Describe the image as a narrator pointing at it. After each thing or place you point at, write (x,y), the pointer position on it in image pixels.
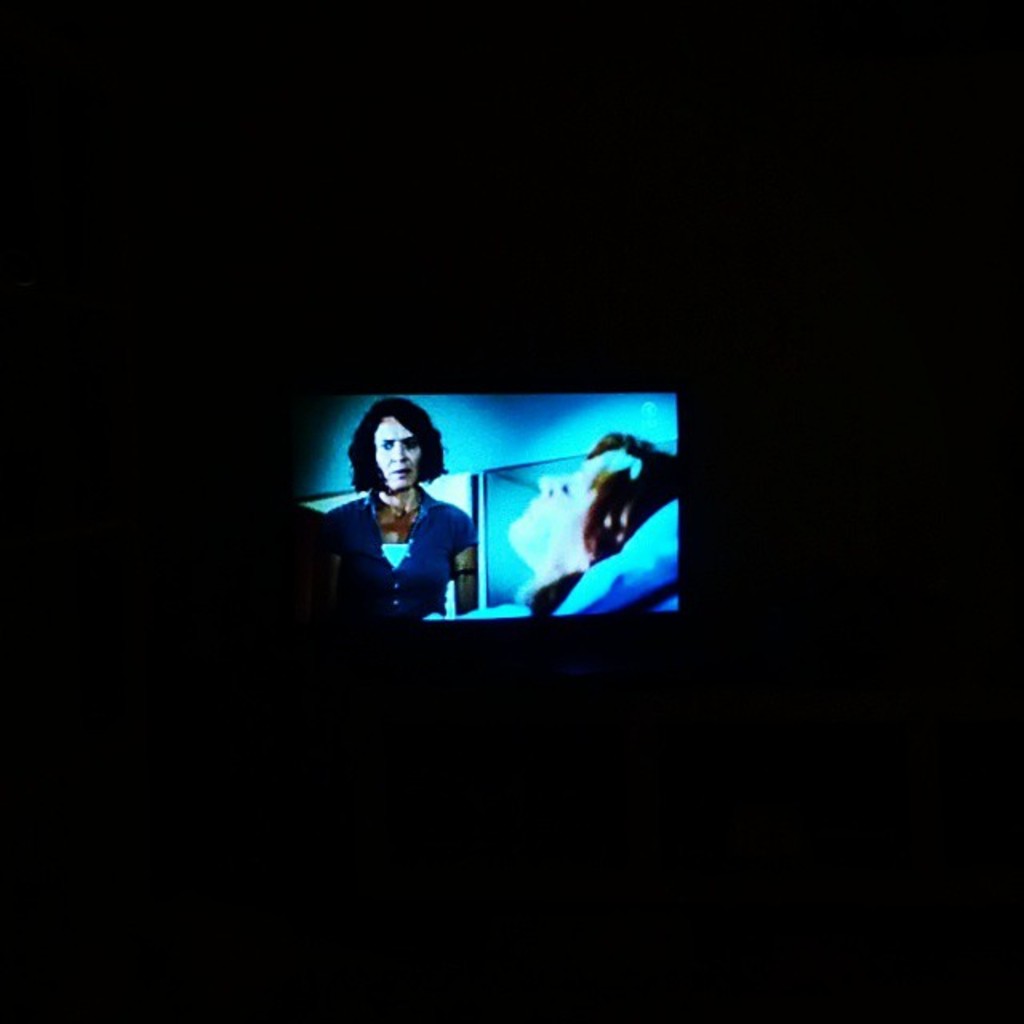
In this image we can see the display screen (471,466) with two persons (362,518) and the background is in black color.
